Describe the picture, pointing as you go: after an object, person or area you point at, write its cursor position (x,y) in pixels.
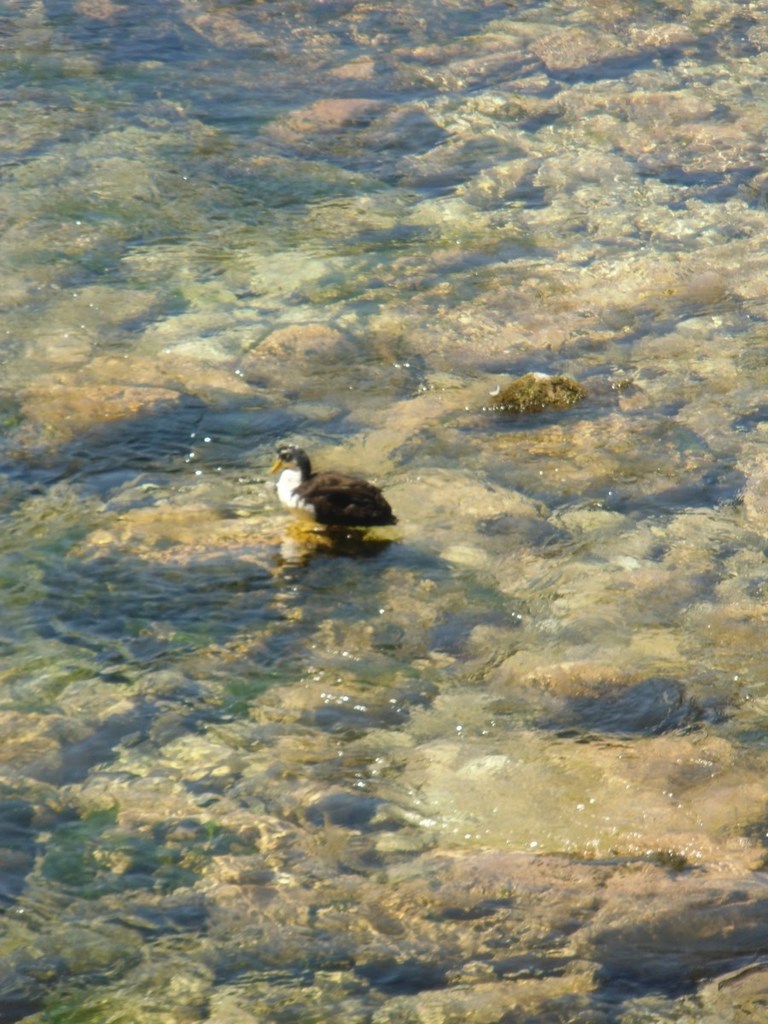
In this picture there is a duck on the water (424,552) and there are stones (400,765) under the water (500,441).
